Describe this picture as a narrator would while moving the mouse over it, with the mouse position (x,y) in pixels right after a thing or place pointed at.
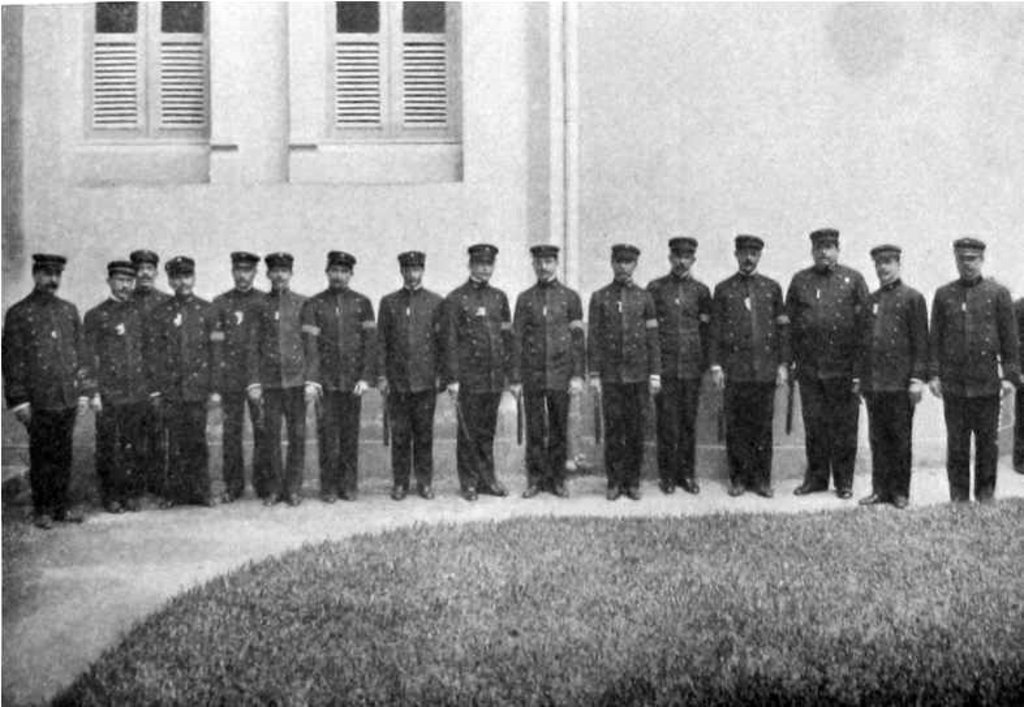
In this image there are people (331,483) standing on the land (333,559) having grass (755,602). They are wearing caps (478,256). Background (284,182) there is a wall (242,124) having windows (102,116).
